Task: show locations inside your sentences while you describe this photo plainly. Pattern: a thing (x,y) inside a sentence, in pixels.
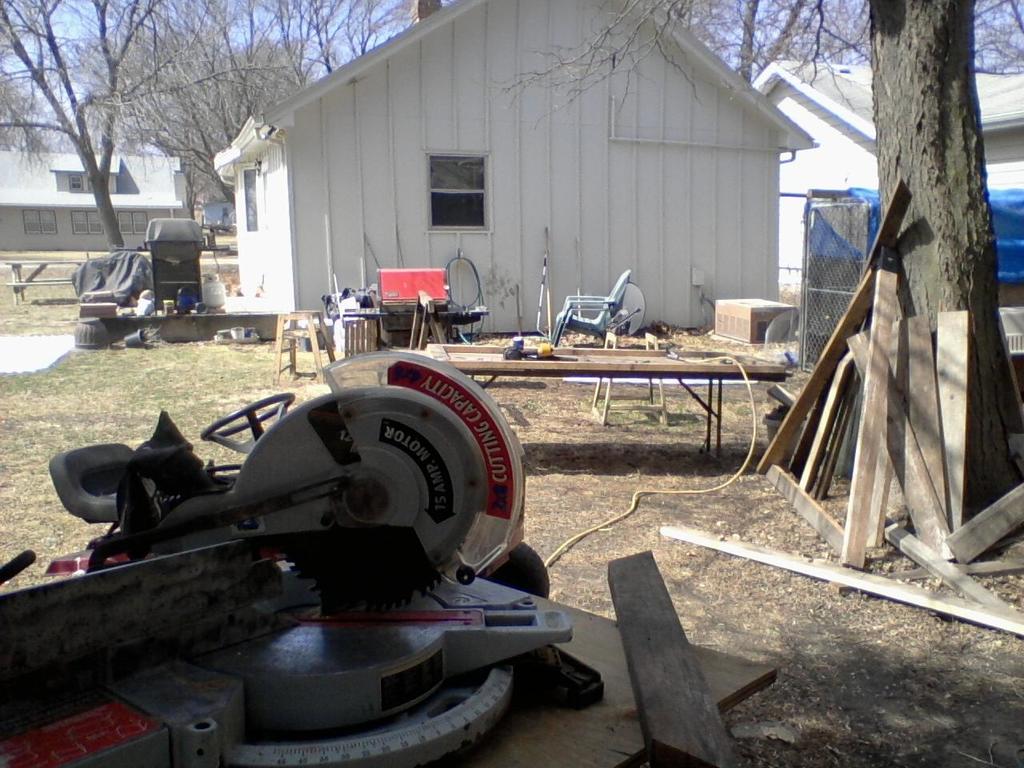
In this picture we can see an object (314,621) on a wooden surface (485,766) and a stool (279,352), chair (588,298), wooden planks (983,534) and some objects (620,378) on the ground (684,488), sheds (650,216), trees (926,195) and in the background (69,32) we can see the sky (66,44).
